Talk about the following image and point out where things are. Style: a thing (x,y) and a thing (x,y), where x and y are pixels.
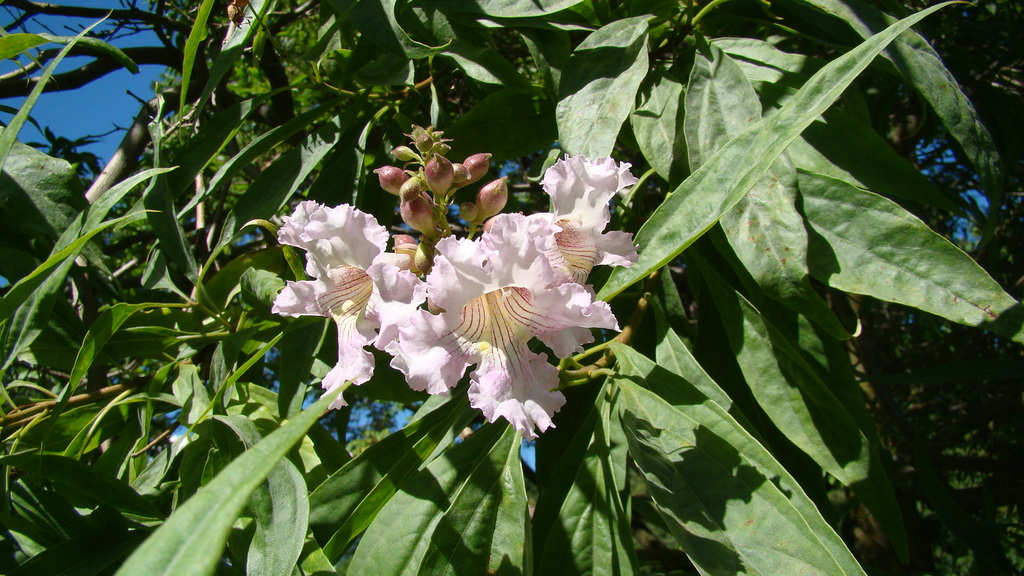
In this picture we can see flowers (560,237), leaves (344,74) and in the background (79,109) we can see the sky (114,105).
